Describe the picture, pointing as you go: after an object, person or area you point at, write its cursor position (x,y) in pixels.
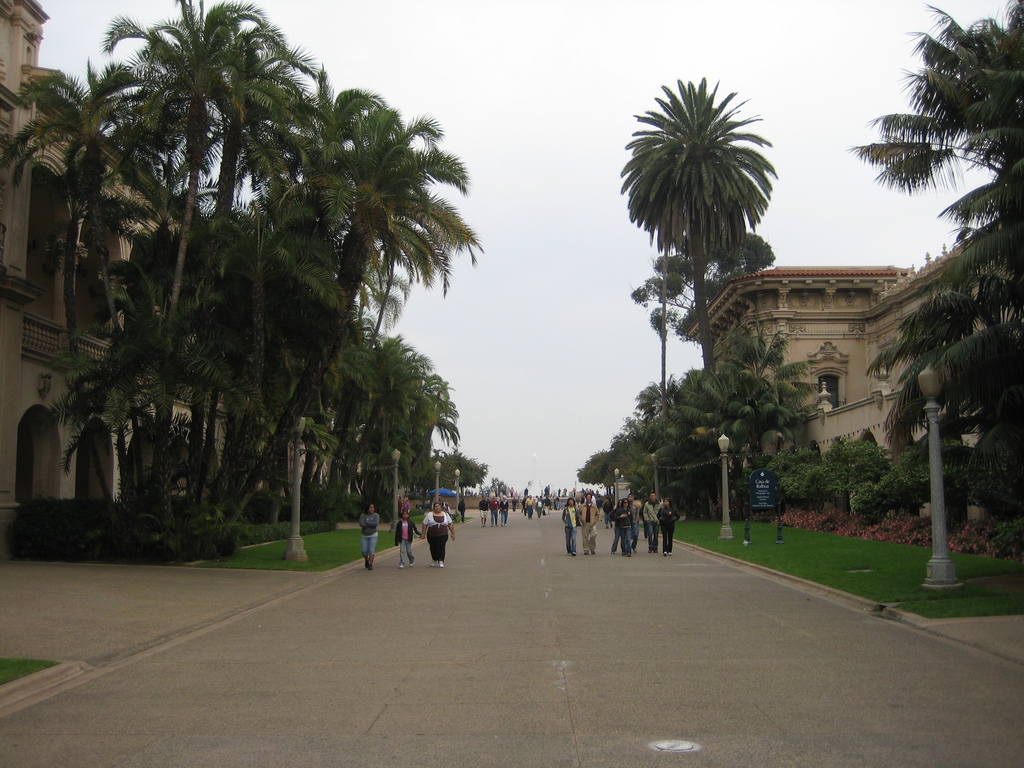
In this picture we can see a few people (594,507) on the path (467,591). There is some grass (333,554) on the ground (318,552). We can see some street lights (294,546) on the right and left side of the image (294,508). We can see a few trees (873,507) and buildings (51,468) in the background (1010,287).
